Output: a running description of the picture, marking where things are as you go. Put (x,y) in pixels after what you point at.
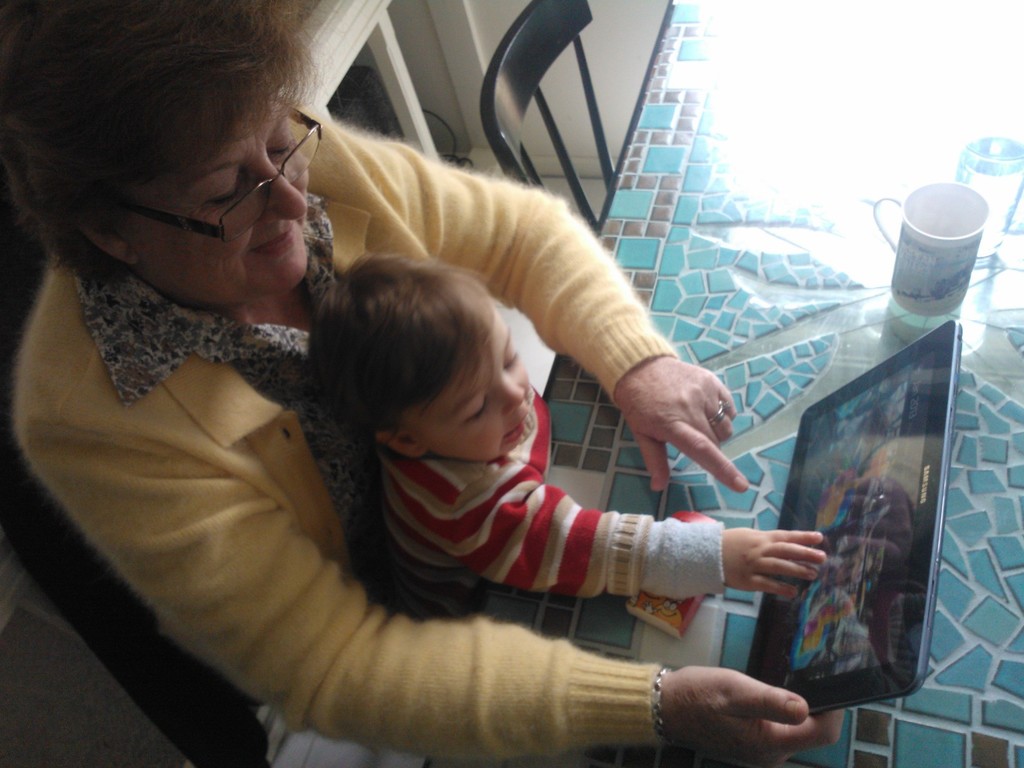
In this image we can see few people (467,402). A lady (300,262) is holding an electronic gadget (906,598) in her hand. There are few objects (955,235) on the table (865,211). There is a chair (584,85) at the top of the image (530,81).
